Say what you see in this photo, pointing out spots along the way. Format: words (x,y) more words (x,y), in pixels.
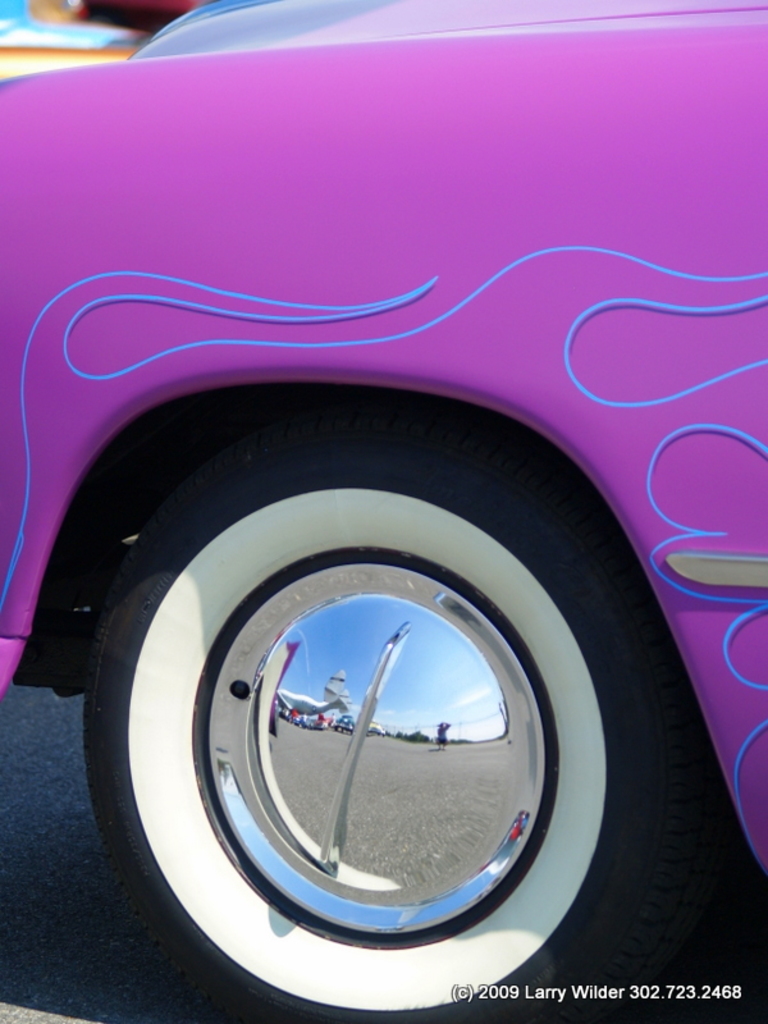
In this image we can see vehicle side part (456,378). There is a tyre (186,608). The vehicle (194,600) is in pink color.
